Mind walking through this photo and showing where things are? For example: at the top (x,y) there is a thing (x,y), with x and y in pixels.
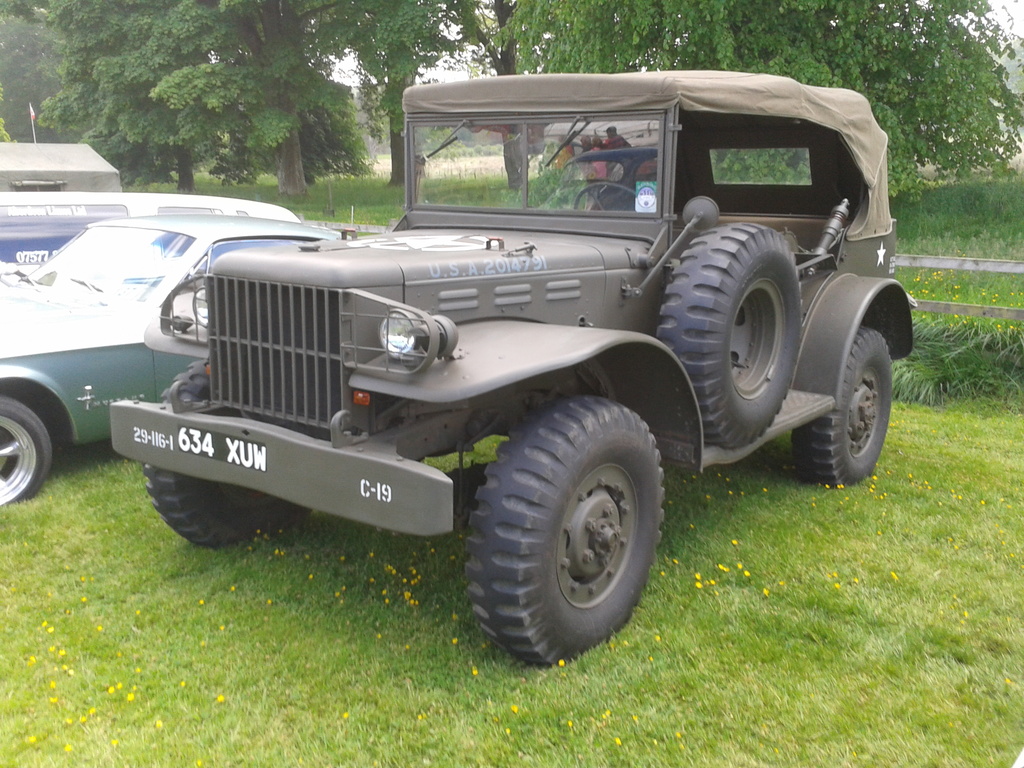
In this image in the foreground (590,669) there's grass (615,706) on the ground (509,686). In the middle (367,296) there are vehicles (333,297) and in the background (410,82) there are trees (378,140) and there is grass (374,181).
